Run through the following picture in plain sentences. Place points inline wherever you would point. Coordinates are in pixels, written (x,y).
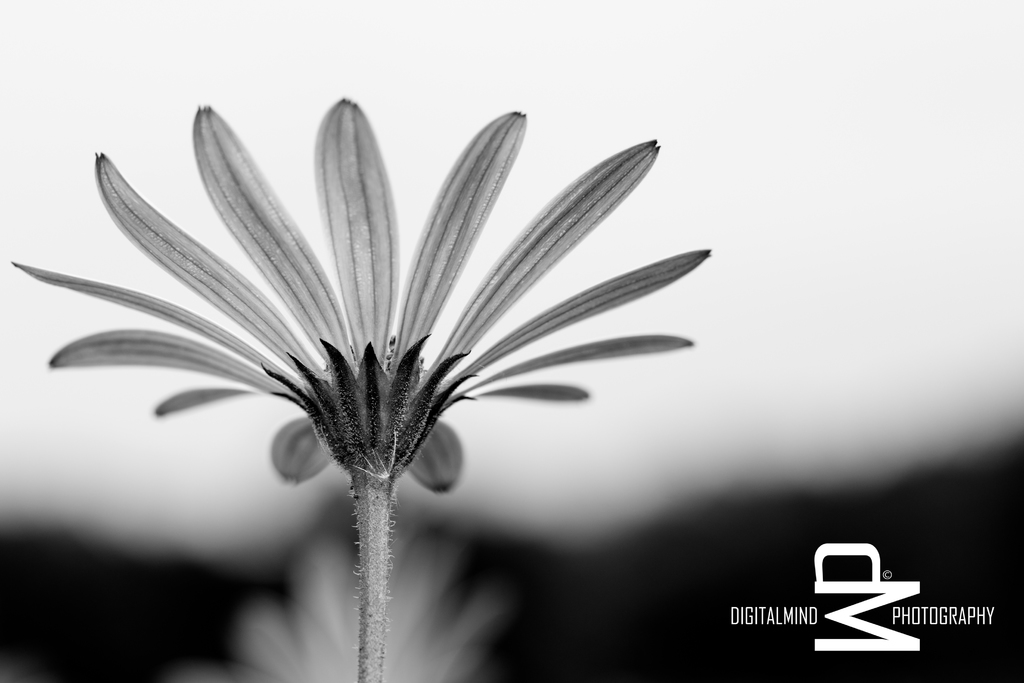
This is a black and white pic. On the left (308,278) we can see a flower (287,240). In the background (734,61) the image is blur and on the right (842,587) at the bottom corner (820,607) we can see a text (845,615).
